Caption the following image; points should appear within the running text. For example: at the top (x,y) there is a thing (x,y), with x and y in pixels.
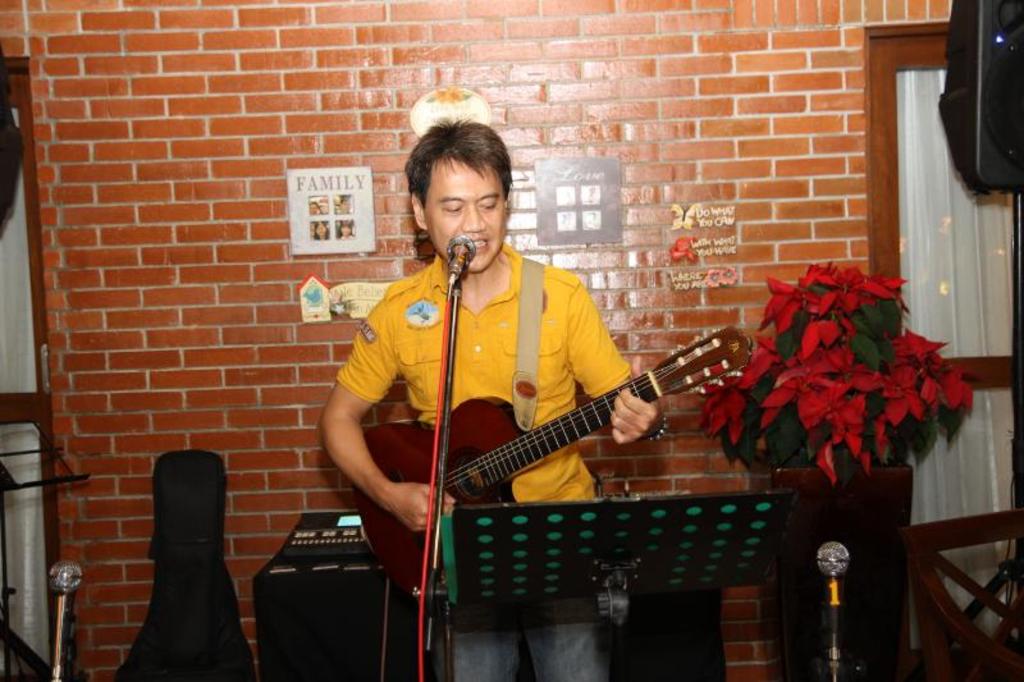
In this picture there is a person (503,307), who is singing and playing a guitar (541,447). On his back side (540,67) there is a brick wall (414,68) having family photo frame (333,205) and cards (709,278). On right side (986,261) there is a door (977,288) and a speaker (979,114). Here it's a guitar bag (183,578). There are three mics (58,622) here. There is a Plant (848,372).
